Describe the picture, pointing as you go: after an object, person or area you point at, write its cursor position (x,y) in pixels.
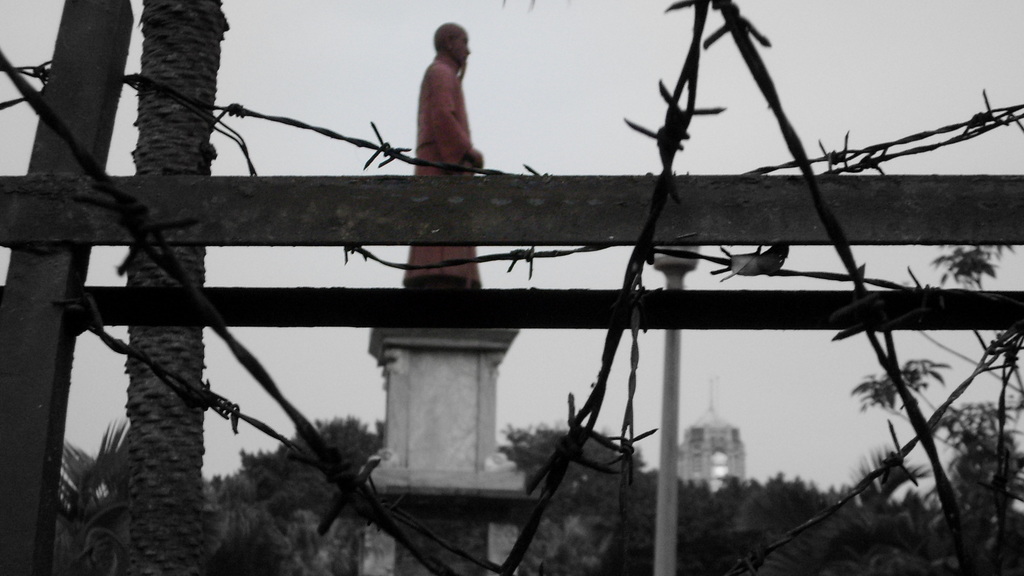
In this image in the front (359,256) there are wires (414,265). In the center (546,295) there is a wooden fence (380,245), there is a tree trunk (177,454) and there is a statue (452,279) on the pillar (437,385) and there are trees (597,485) in the background (241,486) and there is a tower (694,462).
